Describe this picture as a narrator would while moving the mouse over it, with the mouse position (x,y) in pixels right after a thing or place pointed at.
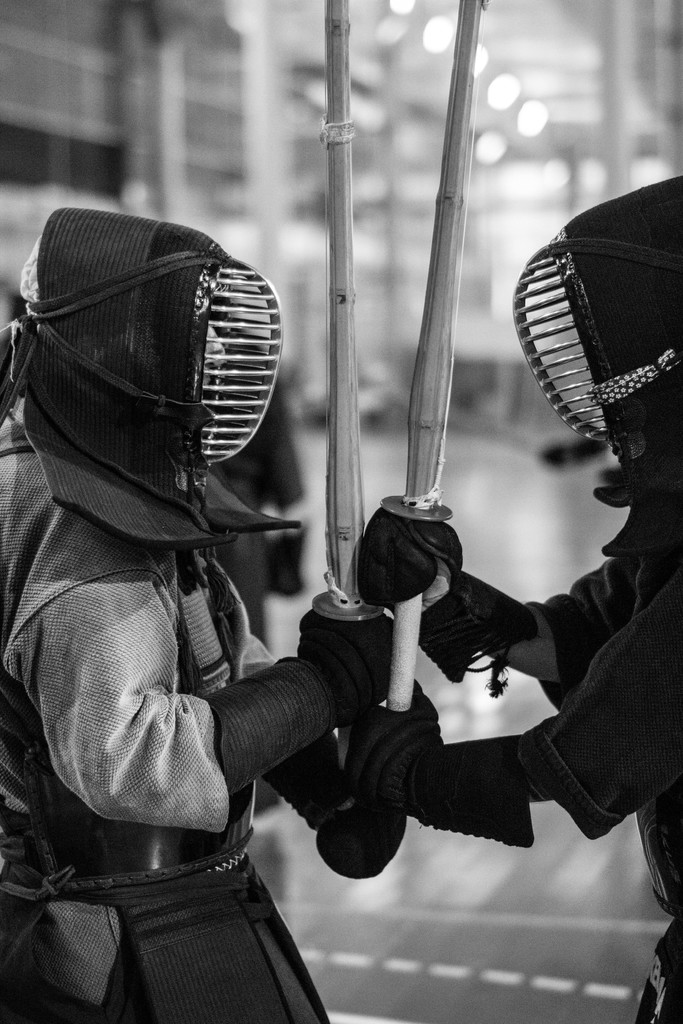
In this image I can see the black and white picture in which I can see two persons (108,606) wearing costumes (121,616) and holding sticks (356,612) in their hands (384,537). I can see the blurry background (302,452).
